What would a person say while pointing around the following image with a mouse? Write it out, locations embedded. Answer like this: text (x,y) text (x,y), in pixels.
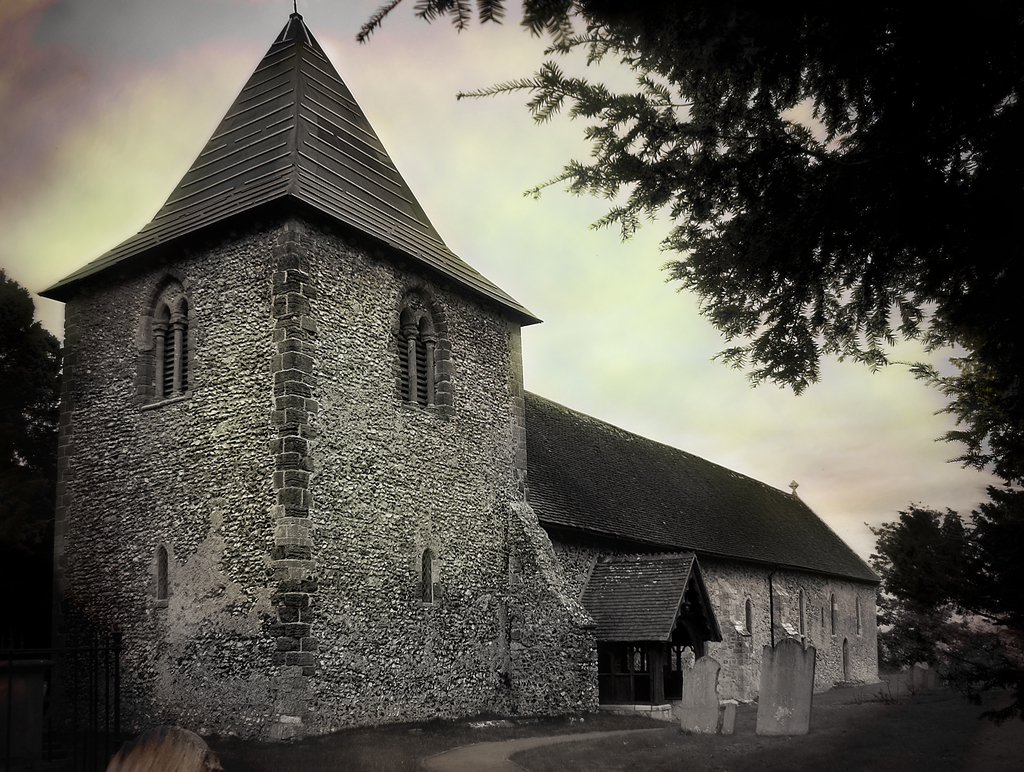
On the left side (130,484), there is a building (128,457) having roof (379,207) and windows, there is a tree (1,473) and grass (315,738) on the ground (301,742). On the right side (874,722), there are trees (975,530) and there's grass (976,746) on the ground (846,765). In the background (805,402), there are clouds (565,339) in the sky (580,350).
